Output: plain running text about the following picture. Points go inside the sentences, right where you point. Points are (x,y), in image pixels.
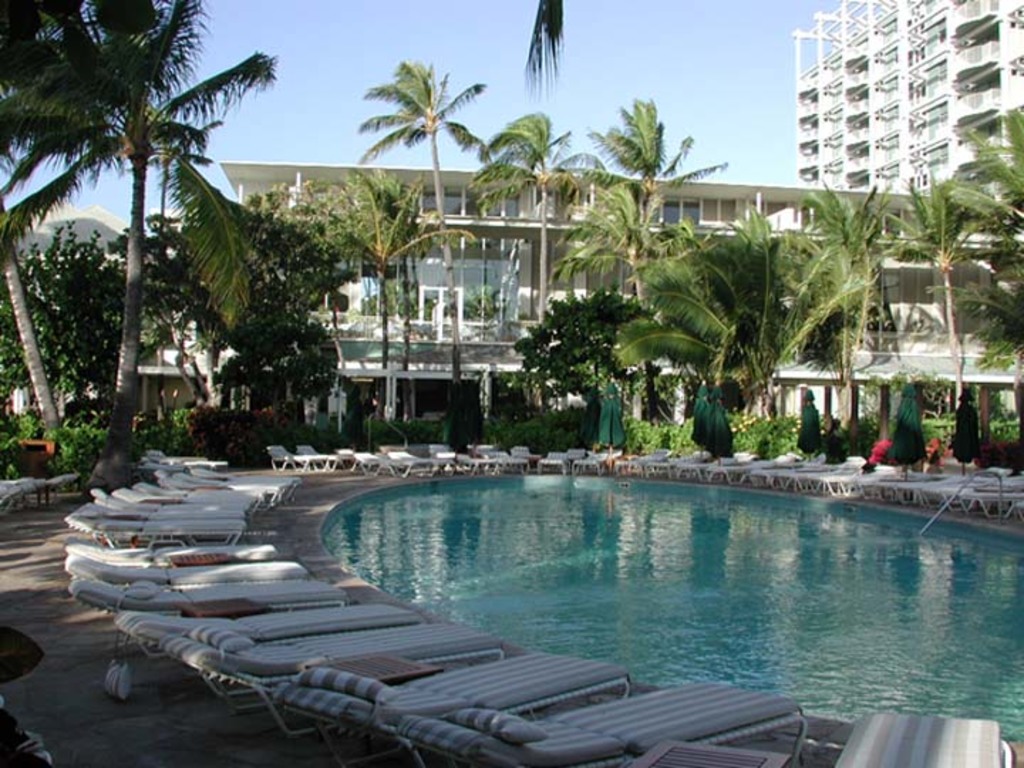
In this picture we can see water (773,568), beside the water (565,586) we can see chairs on the ground (296,525), here we can see buildings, trees (198,382), plants (163,433) and some objects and we can see sky (707,15) in the background (679,88).
